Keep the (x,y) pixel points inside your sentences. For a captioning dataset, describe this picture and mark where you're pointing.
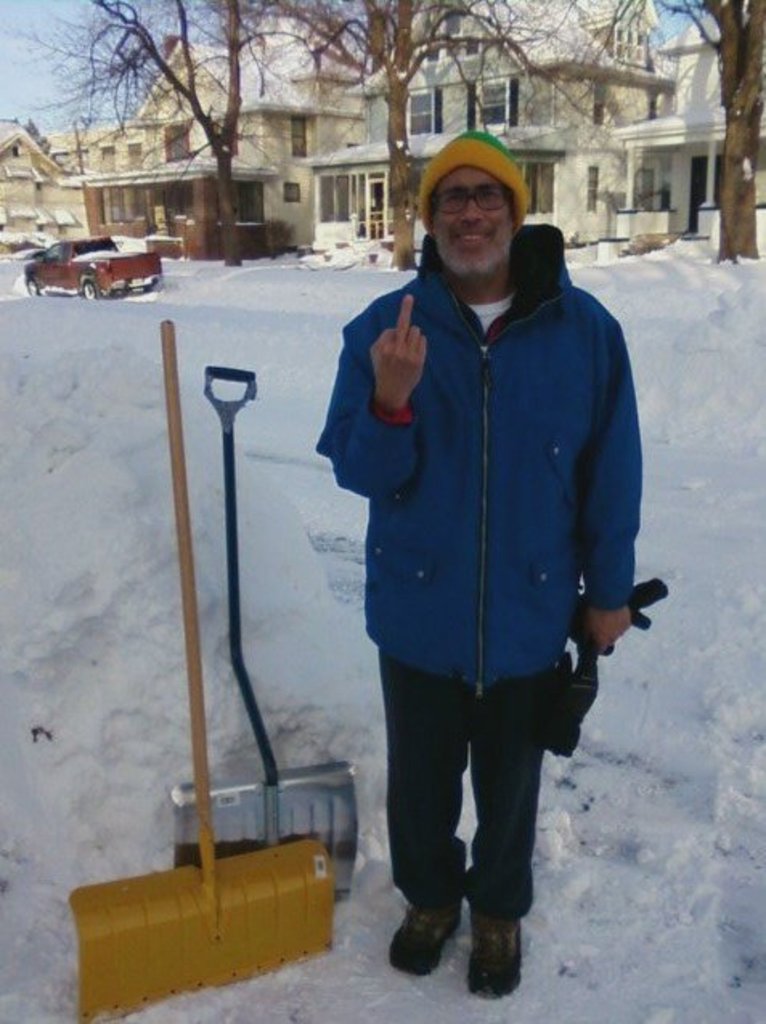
In this picture we can see a man (472,927) wore a jacket (434,428), cap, spectacle (466,188) and standing on snow (119,593), spades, car (64,256), trees (743,83), buildings (532,133) with windows (332,215) and in the background (23,97) we can see the sky (124,95).
